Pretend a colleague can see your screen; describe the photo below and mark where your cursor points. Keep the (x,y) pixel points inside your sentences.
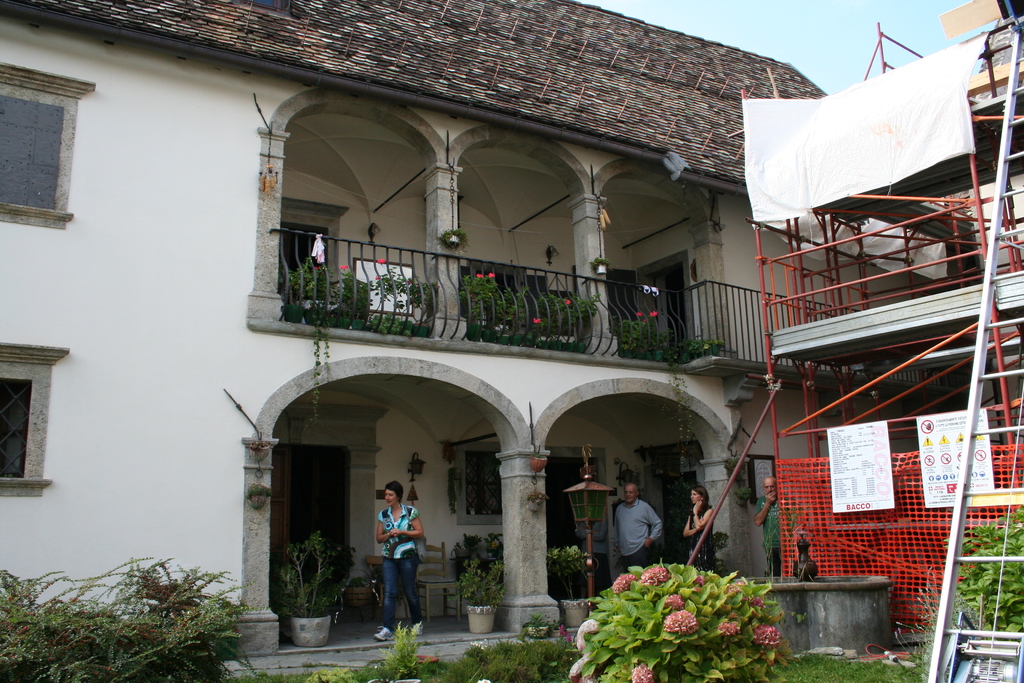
In this image I can see a white colour building (375,339), number of plants (699,639), flowers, few white colour boards (875,481), a ladder (958,529), grass (807,664), a light (584,463), the sky (707,22) and here I can see few people (763,510) are standing. I can also see something is written on these boards (864,480).
